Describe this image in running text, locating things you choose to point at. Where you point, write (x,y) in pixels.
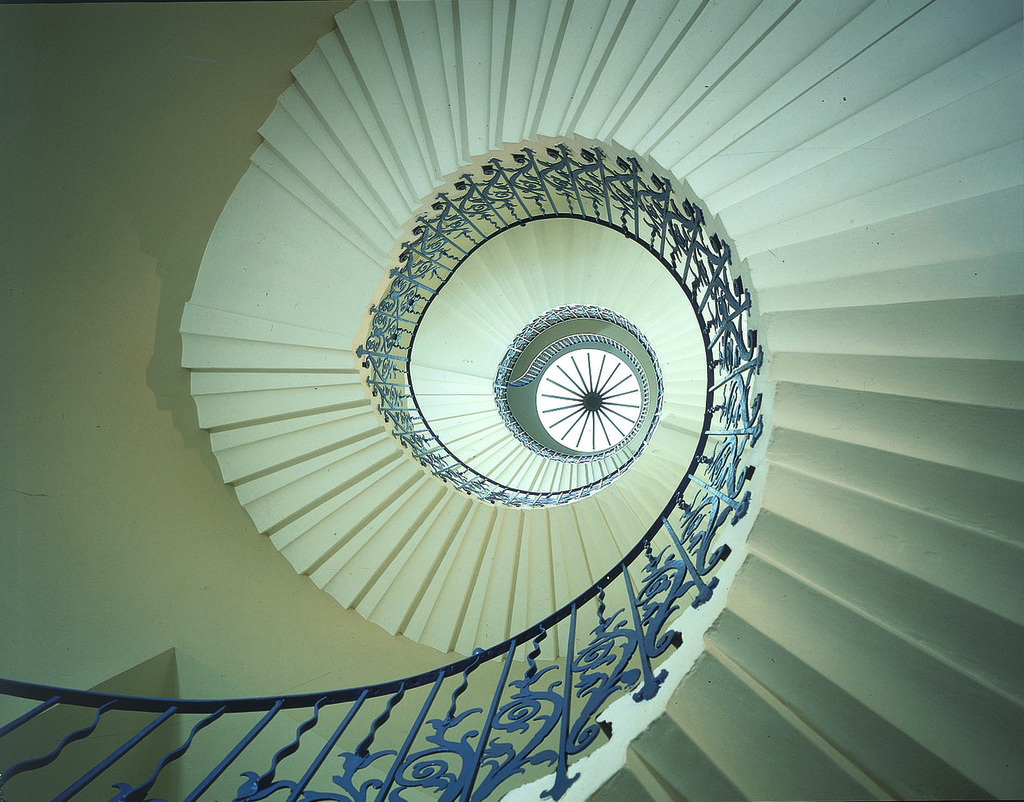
In front of the image there is a railing (253,800). There are stairs (794,133). In the background of the image (202,176) there is a wall (151,286).
